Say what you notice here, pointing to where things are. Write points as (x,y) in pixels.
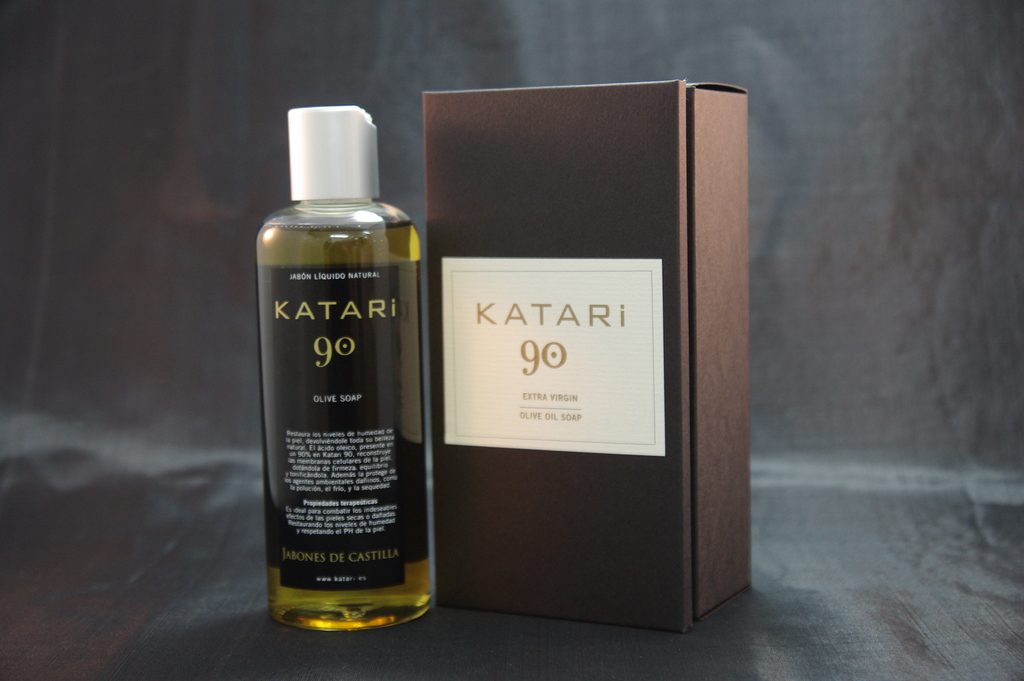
Beside this box (723,380) there is a liquid bottle (390,440) with a white cap (340,188).
